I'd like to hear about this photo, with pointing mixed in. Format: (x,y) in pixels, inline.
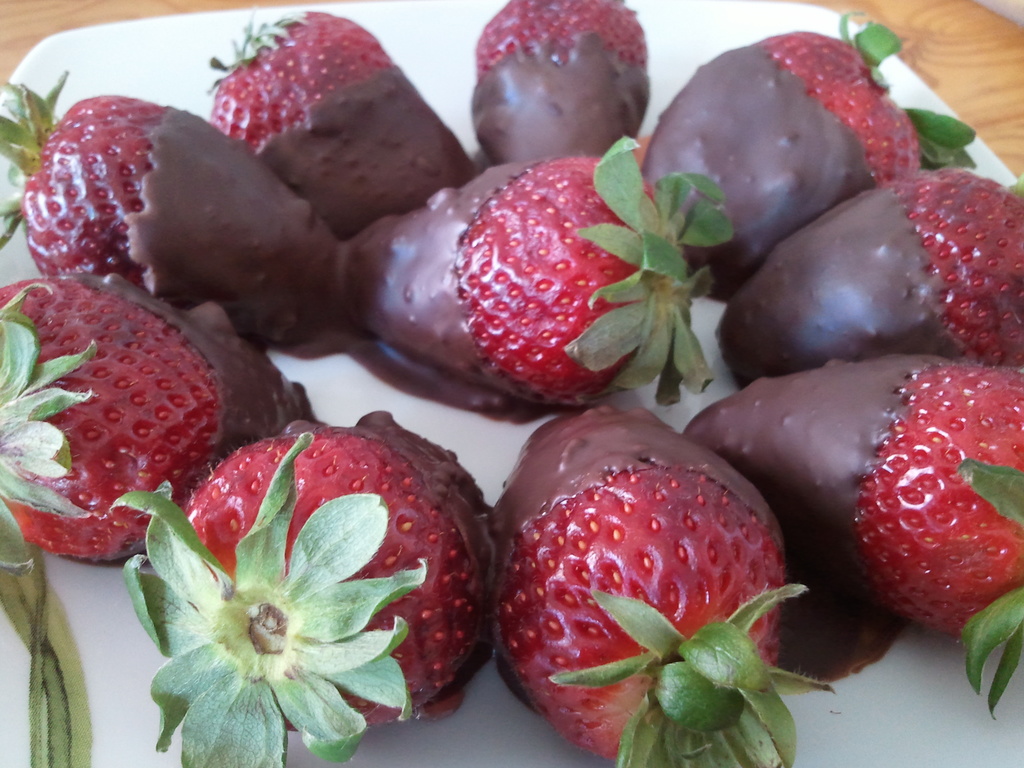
In this picture there is a plate (255,24) in the center of the image (450,376), which contains strawberries (510,288) in it and there is chocolate (350,131) on strawberries (491,263).
